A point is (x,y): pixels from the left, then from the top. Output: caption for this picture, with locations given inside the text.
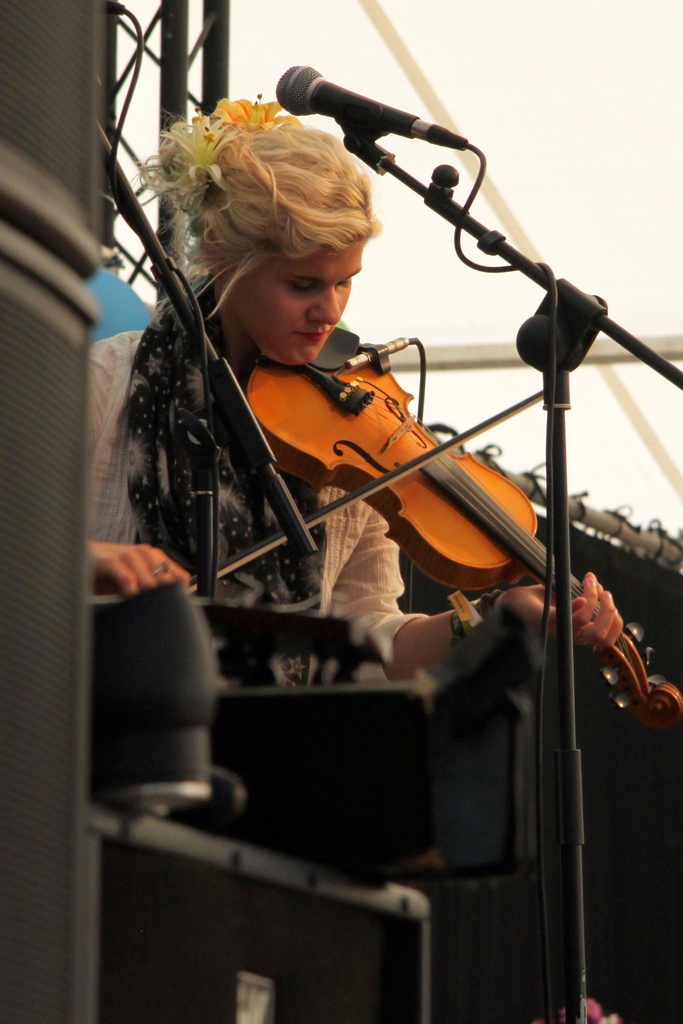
In the image we can see there is a woman (330,542) who are standing and playing violin (344,347).
